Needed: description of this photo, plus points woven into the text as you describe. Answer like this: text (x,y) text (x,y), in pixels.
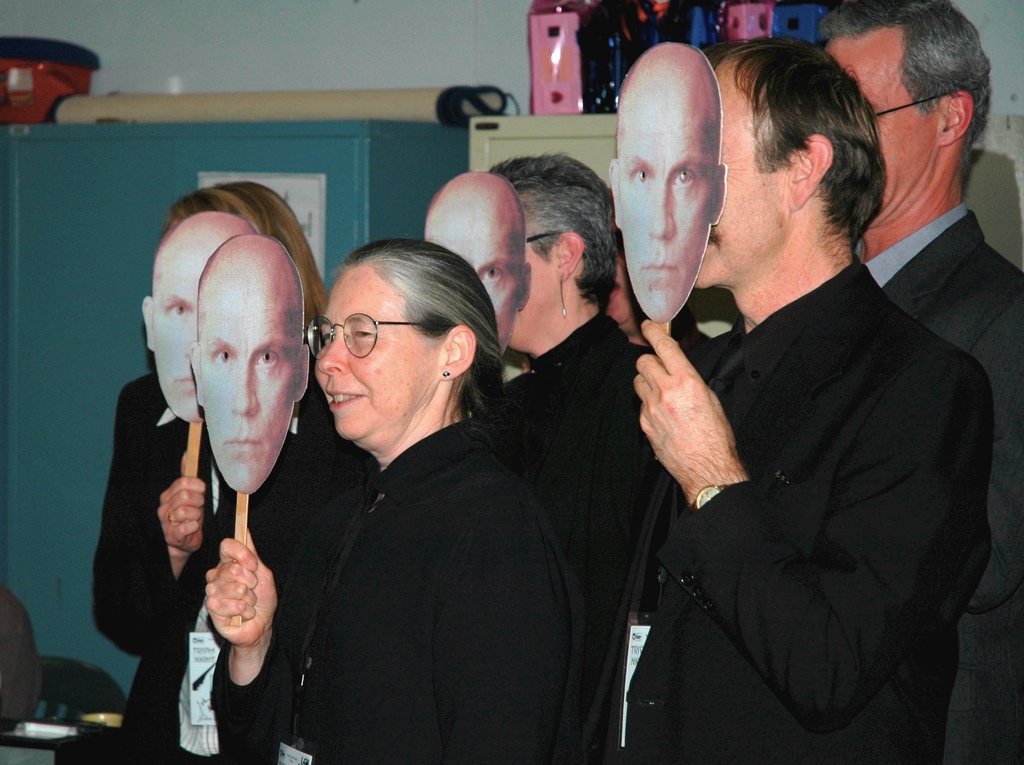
In this image there are people (626,531) standing, holding masks (266,288) in their hands (203,504), in the background (136,187) there are cabinets (420,157), on top (621,58) there are objects (583,69).
